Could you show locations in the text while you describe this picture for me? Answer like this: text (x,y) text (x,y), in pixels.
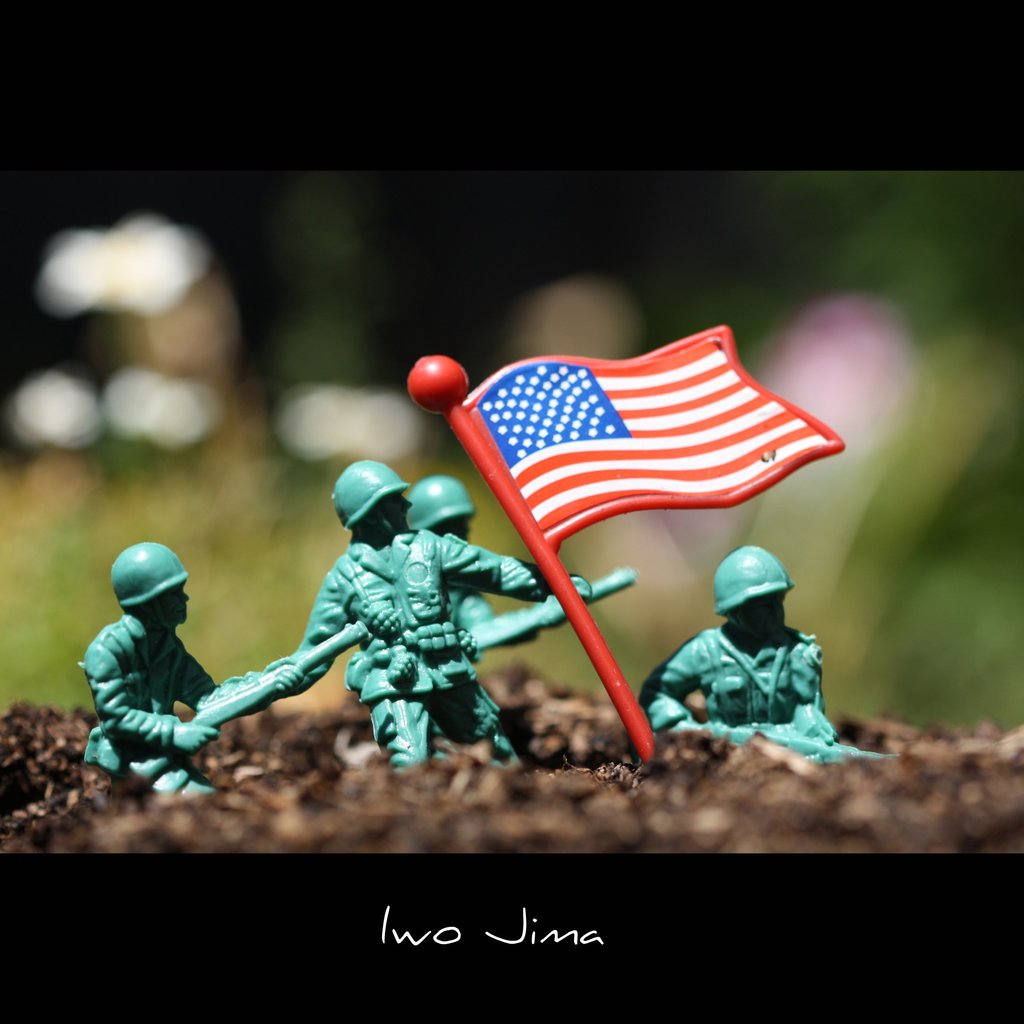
In this picture we can see toys (605,385) of a flag (696,362) and some persons (461,639) wore helmets (414,503) and in the background (849,698) it is blur.
